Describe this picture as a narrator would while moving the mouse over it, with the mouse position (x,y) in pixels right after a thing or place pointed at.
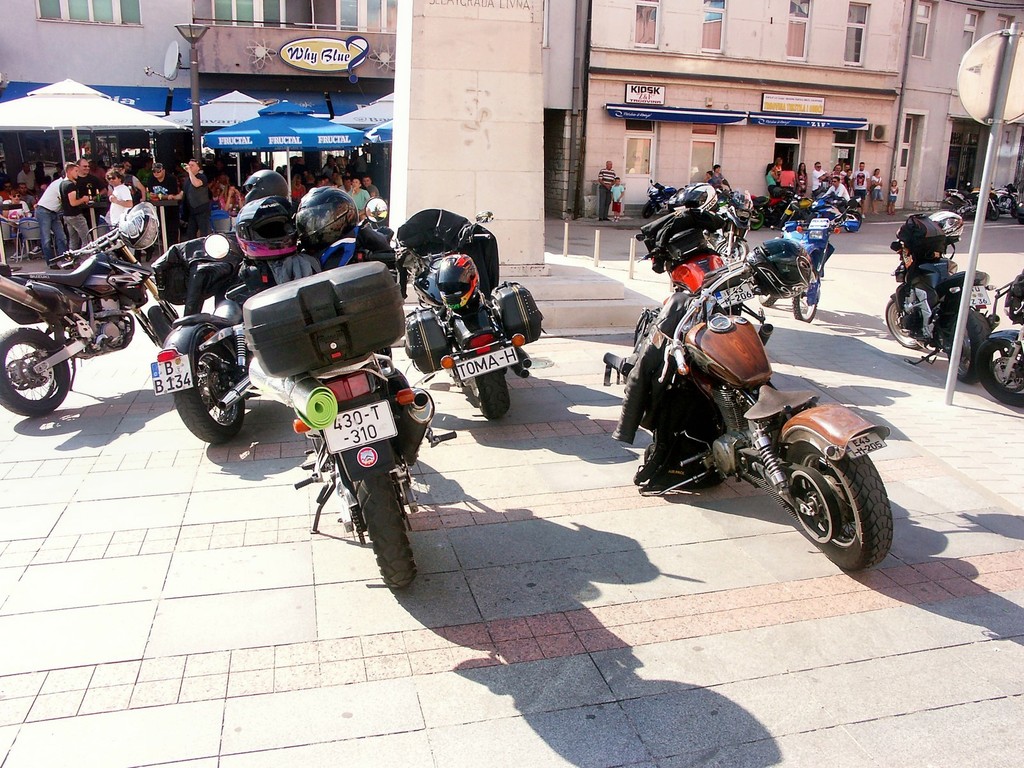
In this image we can see the buildings (940,125), barrier rods (566,240), light pole (197,95), sign board pole (955,366) and also the tents (147,112) for shelter. We can also see the people (188,215), vehicles (359,322), road (966,245) and also the path (18,613).
